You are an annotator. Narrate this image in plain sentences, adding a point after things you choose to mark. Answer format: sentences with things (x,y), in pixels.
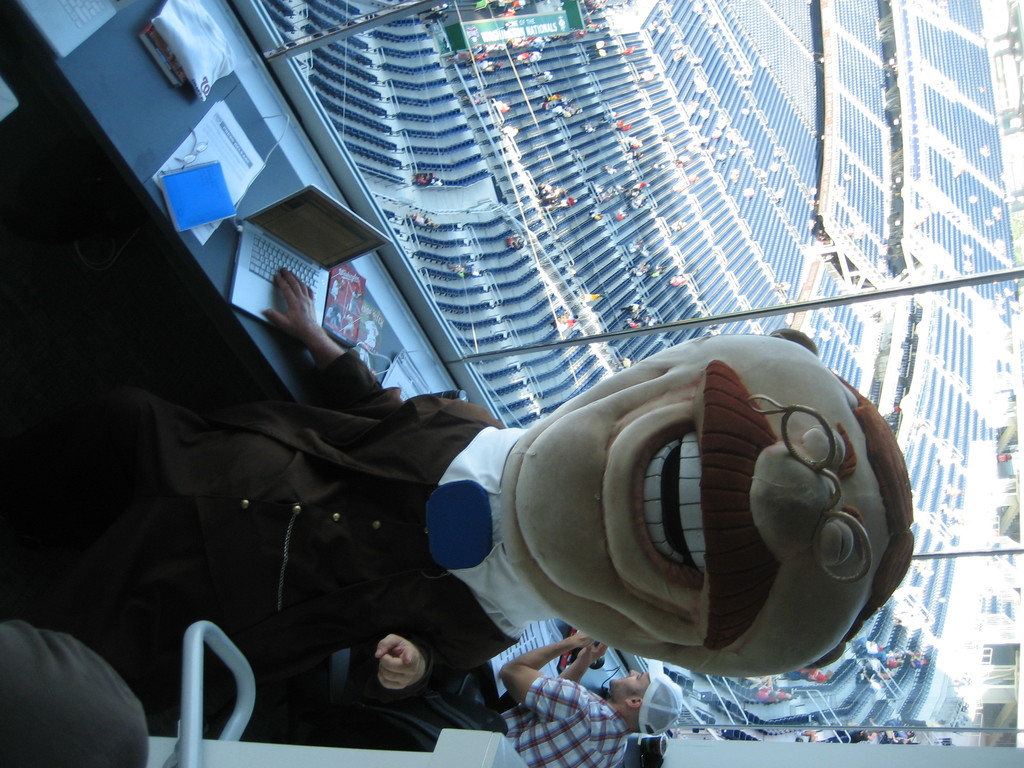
In this picture, we can see a few people (779,510) and among them one person (524,503) in cartoon costume (506,508) is highlighted, we can see the desk (190,115) and some objects (200,177) on it like, laptop (277,219), papers (405,387), and we can see some object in the bottom left corner (27,756), we can see chairs (355,694), fencing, poster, and the glass wall (950,210).
